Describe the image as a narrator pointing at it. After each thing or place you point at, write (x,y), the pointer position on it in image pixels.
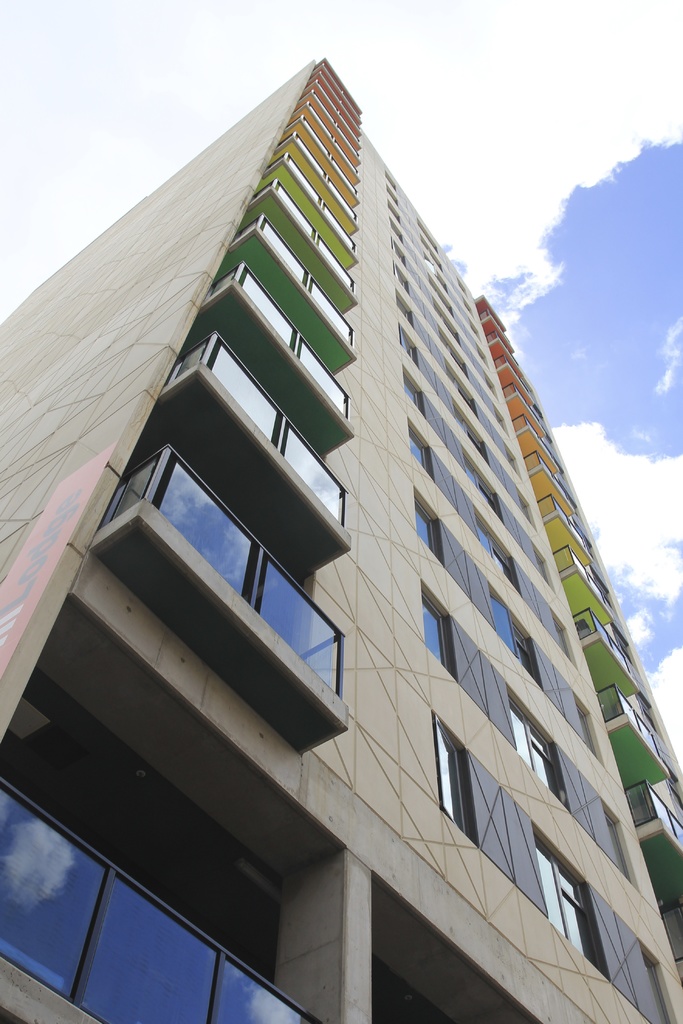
In this picture we can see building (278,755) with some glass windows (549,878), we can see clouded sky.
